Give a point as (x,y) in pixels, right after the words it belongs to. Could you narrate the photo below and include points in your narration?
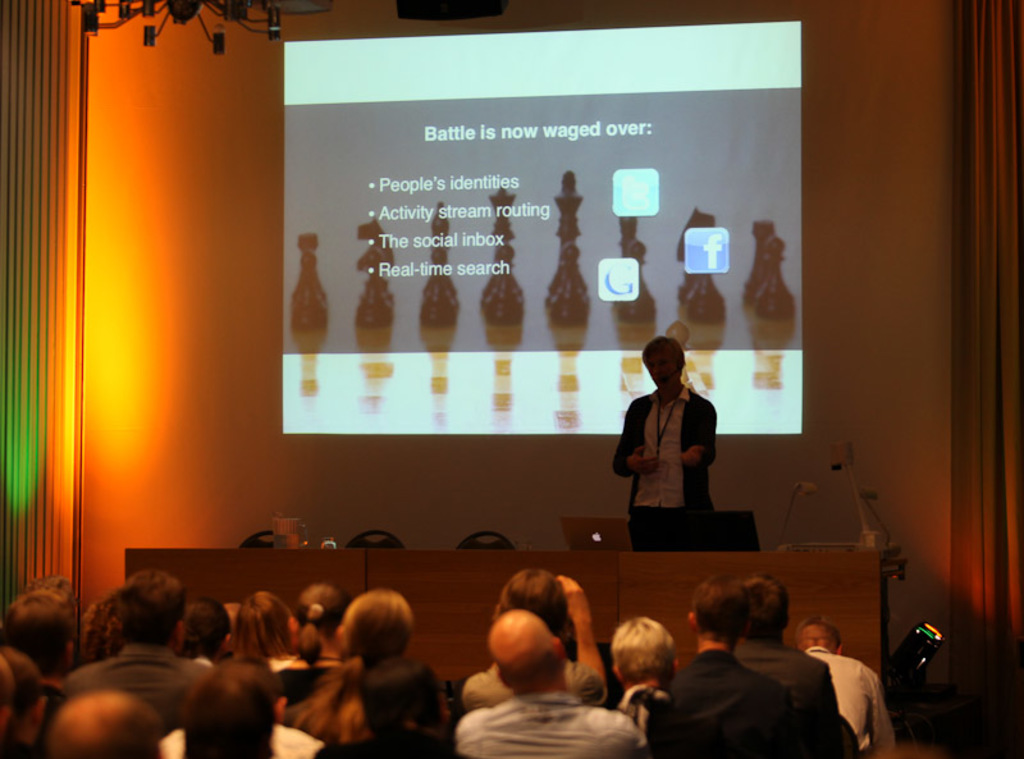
In this image we can see a man (678,473) standing on the dais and a table (736,554) is placed in front of him. On the table (448,554) there are laptops (742,529), disposal bottle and a electric light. In the background (372,88) there is a display screen (349,194). In the foreground (243,672) we can see people (482,672) sitting on the chairs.
